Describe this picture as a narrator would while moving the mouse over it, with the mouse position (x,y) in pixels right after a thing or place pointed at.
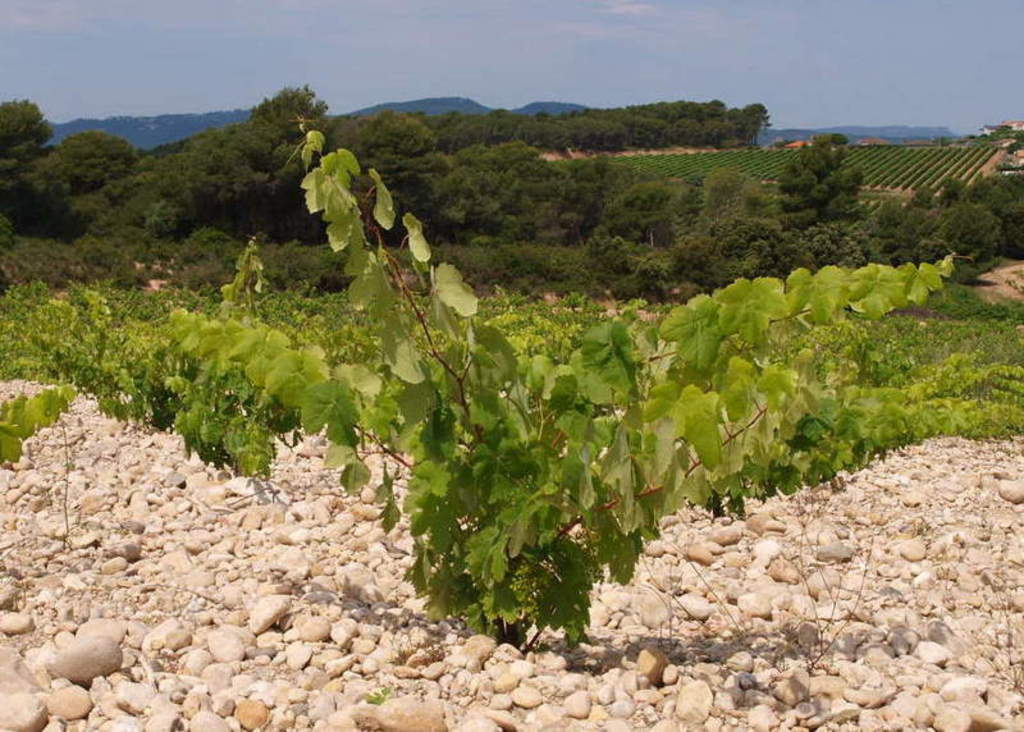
In this picture I can see there is a plant (467,566) and it has leafs (442,293) and there are stones (693,646) and pebbles (695,619) on the floor (713,512) and in the backdrop (465,217) there are few plants (516,304) and trees (440,220) and there are mountains (90,127) in the backdrop (143,116) and the sky (655,98) is clear.
